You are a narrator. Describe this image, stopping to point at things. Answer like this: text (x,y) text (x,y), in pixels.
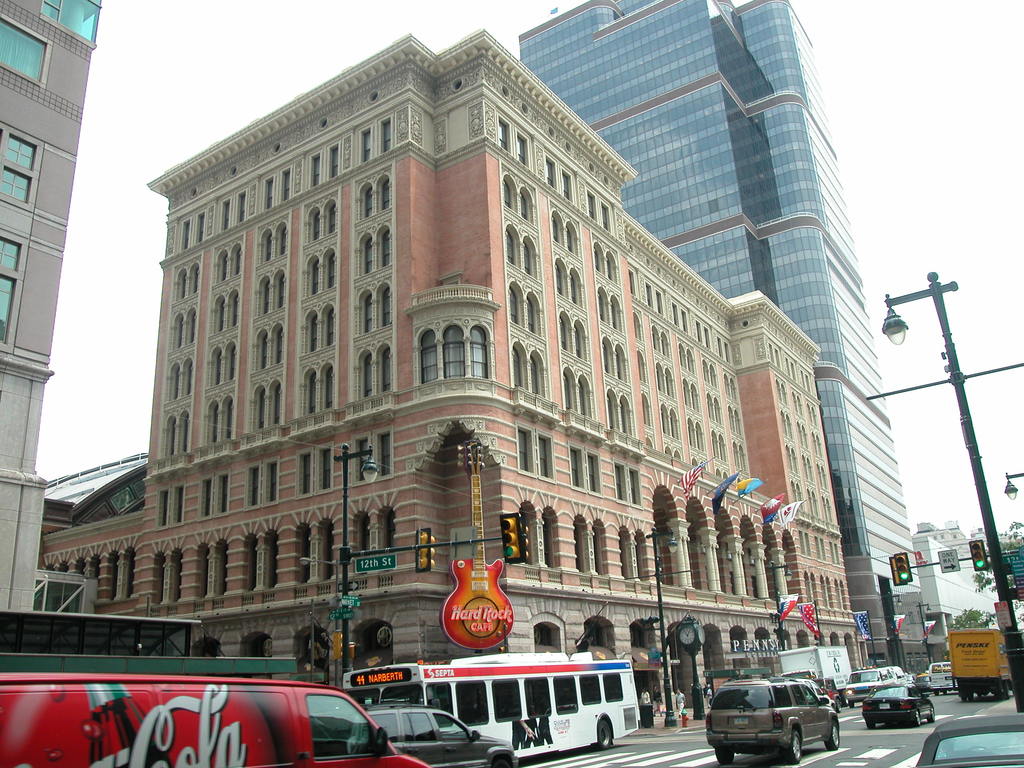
In this image, we can see vehicles (509,671) on the road (857,721) and in the background (636,436), there are buildings (437,446), poles (451,541), boards (473,546), flags (869,626), traffic lights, trees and some people (711,685). At the top (304,47), there is sky (240,52).
